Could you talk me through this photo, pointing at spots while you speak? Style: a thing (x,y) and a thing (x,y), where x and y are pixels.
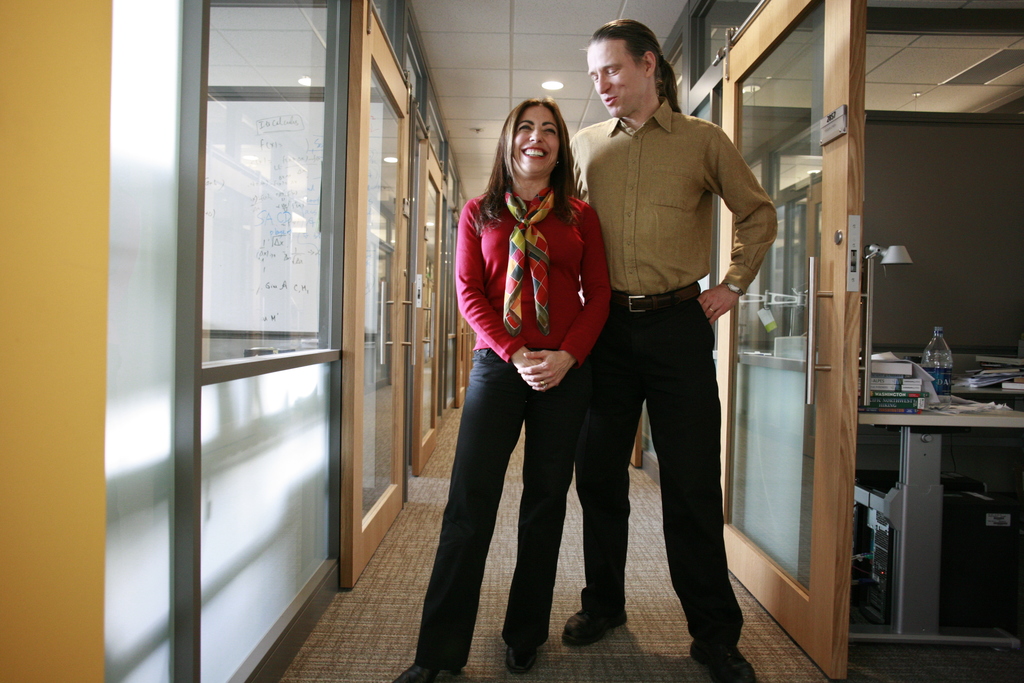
In this image in the middle (572,261) a man (655,154) and a woman (550,253) are standing. They both are smiling. On both sides there are door (395,277). In the right (898,407) on table (908,415) there are books (920,399), bottle (945,375), few other things (927,389) are there. On the ceiling (523,69) there are lights (558,87).
